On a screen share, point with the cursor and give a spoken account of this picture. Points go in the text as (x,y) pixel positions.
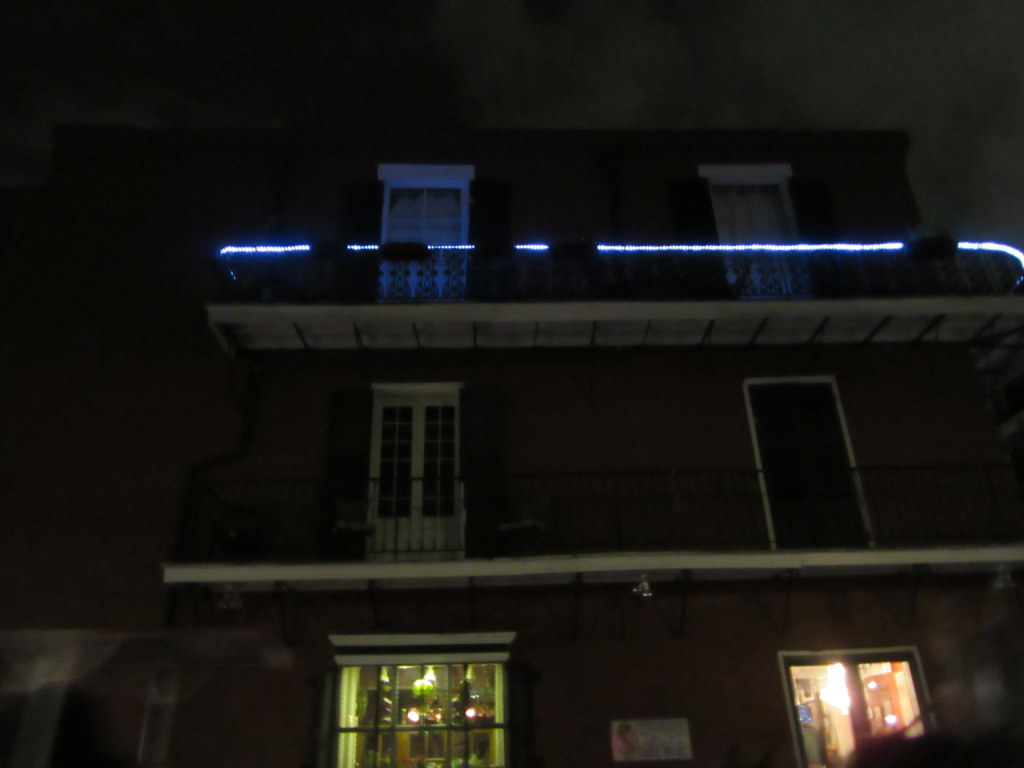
In this image there is a building (754,428) towards the bottom of the image (757,535), there are windows (435,400), there is a wall (545,420), there are lights (241,248), there is the sky (668,83) towards the top of the image (693,69).
